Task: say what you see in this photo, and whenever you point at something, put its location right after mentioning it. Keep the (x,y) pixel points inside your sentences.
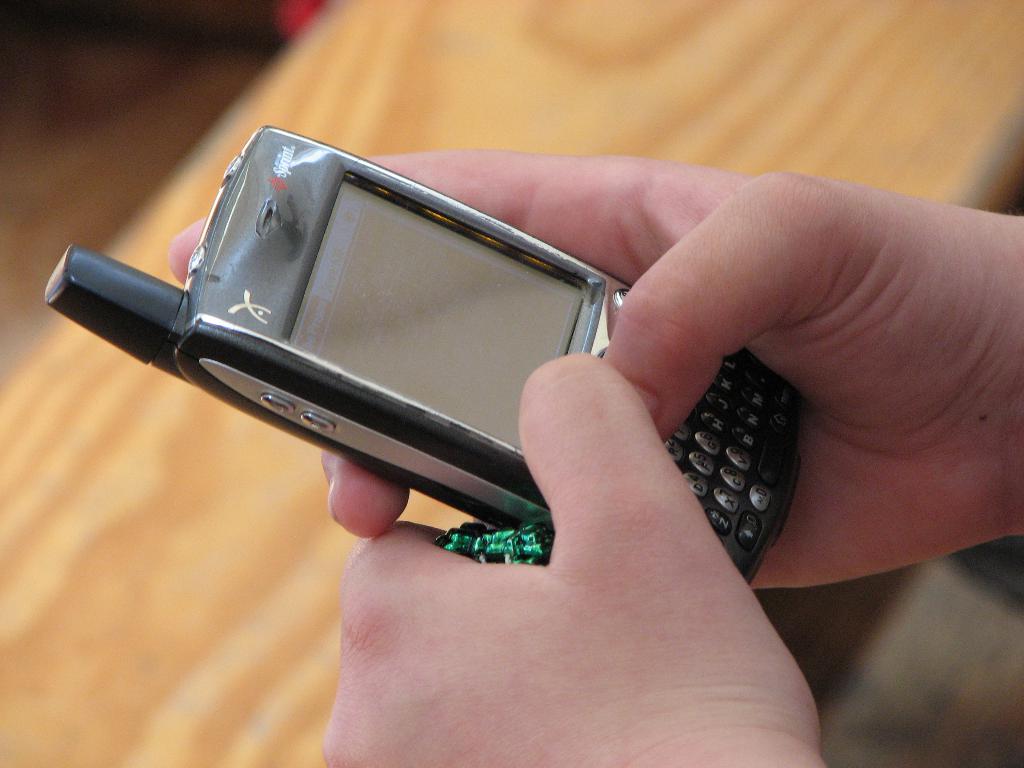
In this picture we can see a mobile (768,430) and green object (541,559) hold with hands (678,645) of a person (547,192). In the background of the image (581,85) it is blurry.
